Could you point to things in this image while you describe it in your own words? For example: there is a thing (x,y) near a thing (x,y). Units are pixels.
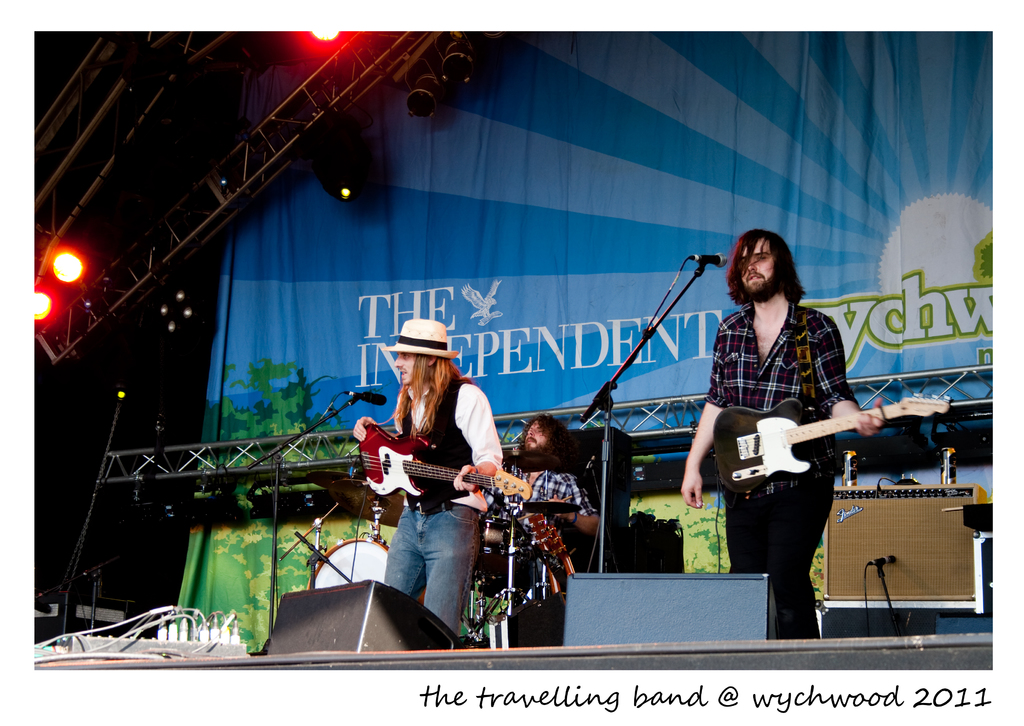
In this picture there are three persons (468,450) one of them is playing the drum set (521,467) another two are playing the guitar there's a microphone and there are some disco lights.
